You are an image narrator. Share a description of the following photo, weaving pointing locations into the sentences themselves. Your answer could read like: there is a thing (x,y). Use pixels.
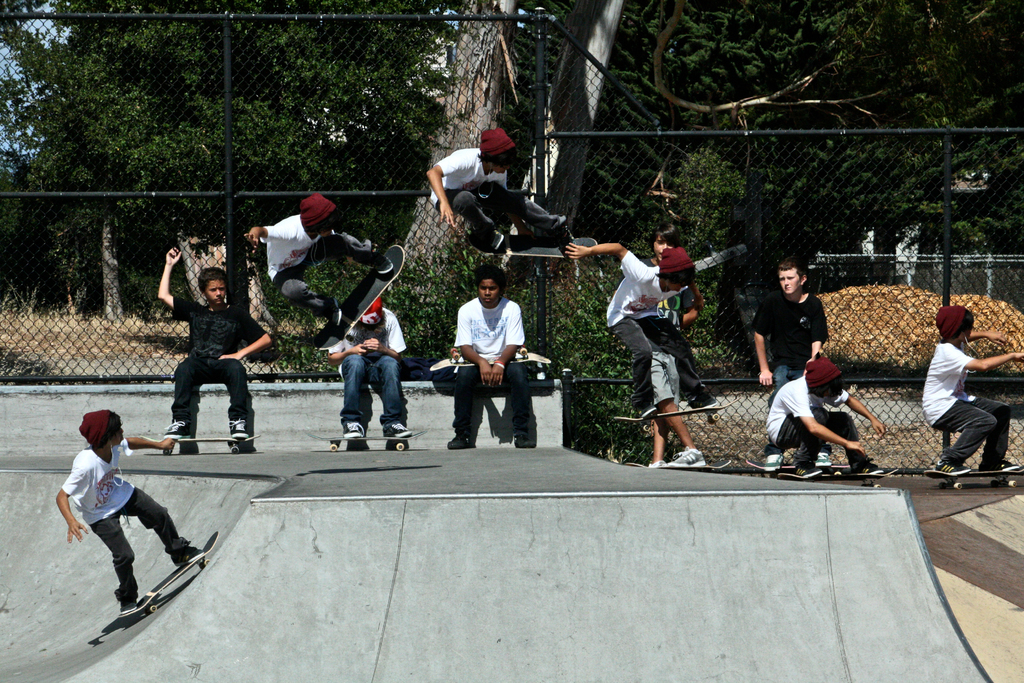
In the background (720,94) we can see the trees (725,90), plants (436,312) and fence (578,136). In this picture we can see people (326,197) skating with skateboard (566,251) on an inclined platform (350,658). Near to the fence (129,229) we can see people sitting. We can see people (681,374) in the air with skateboards (327,335).
